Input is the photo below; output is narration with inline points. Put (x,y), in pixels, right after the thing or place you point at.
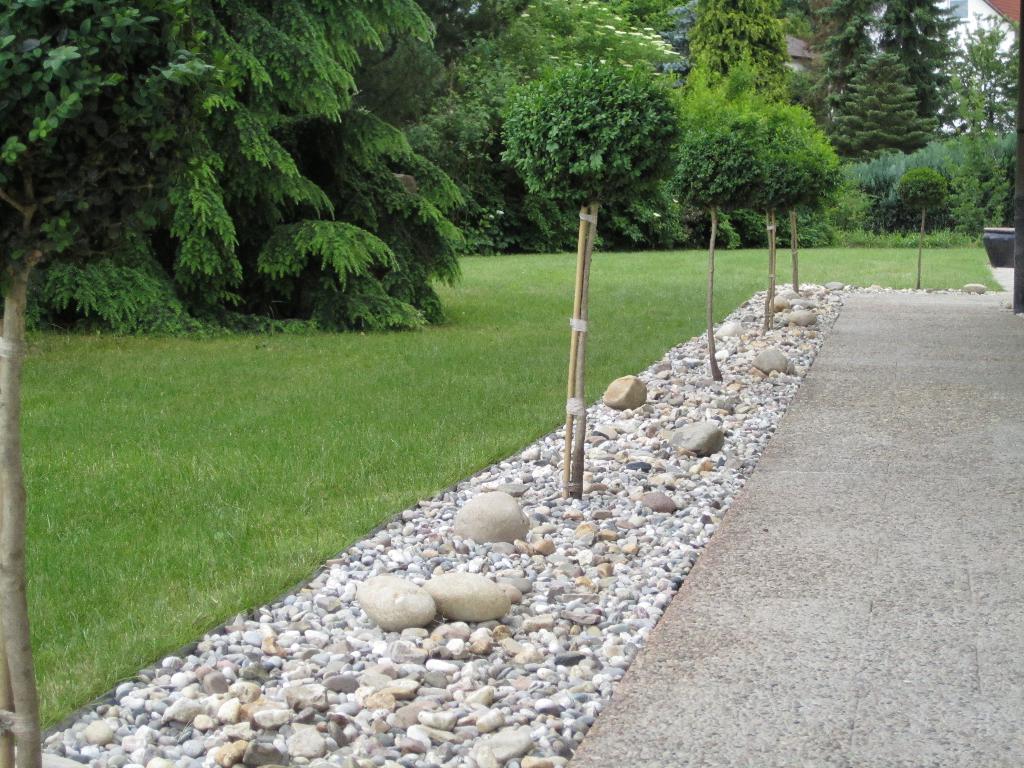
In this picture I can observe some stones (450,616) and grass (363,441) on the land (504,325). There are some wooden sticks (13,623). In the background (472,102) there are trees (539,138).
